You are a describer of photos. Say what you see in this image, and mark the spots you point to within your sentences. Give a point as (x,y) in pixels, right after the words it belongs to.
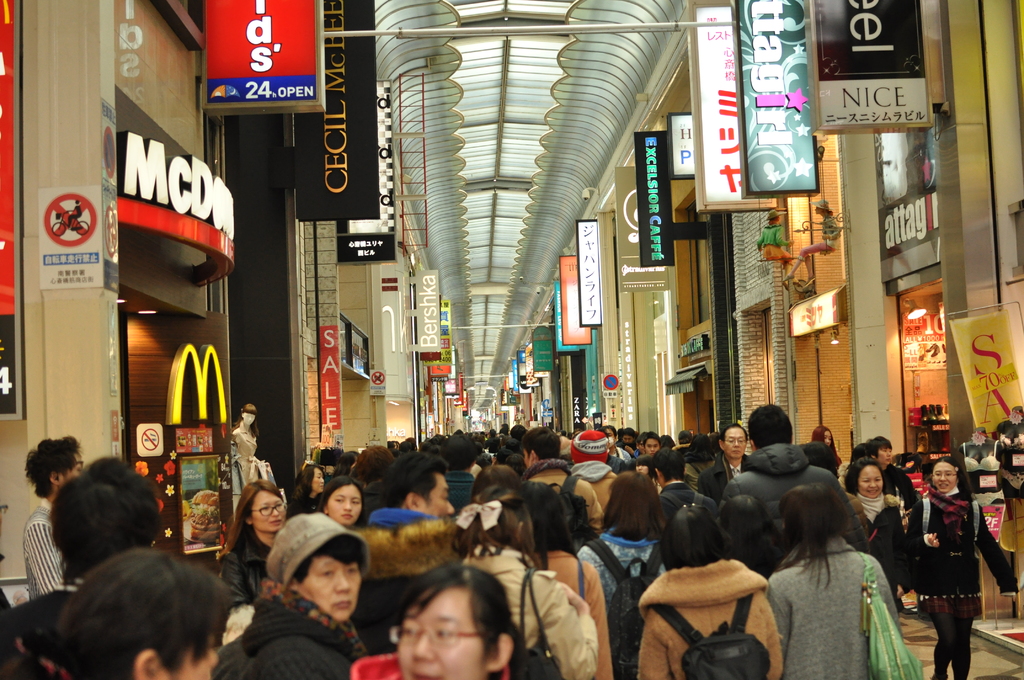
In this image we can see a group of people (671,526). We can also see some shops (317,421) beside them. On the backside (569,320) we can see some boards (420,316), lights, poles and a roof (520,241).
